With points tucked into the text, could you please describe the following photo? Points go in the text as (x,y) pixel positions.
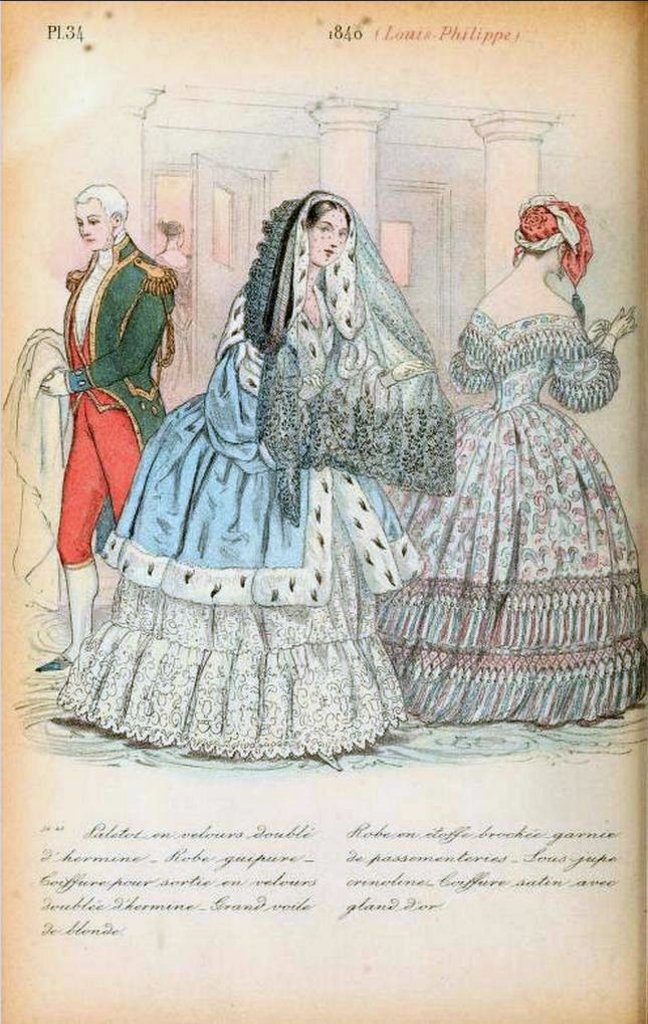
In this image we can see a poster (337,537). We can see few people (254,508), a building (289,164) and some text (286,874) on the poster (347,866).
